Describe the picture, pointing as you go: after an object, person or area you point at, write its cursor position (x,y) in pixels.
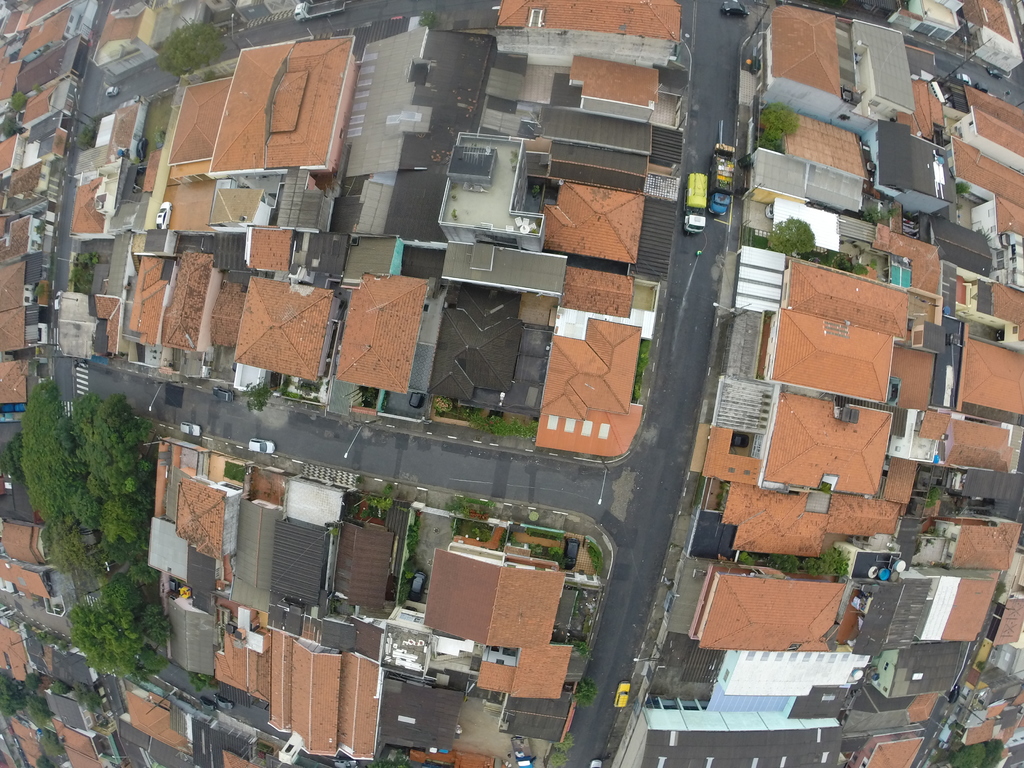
In this picture we can see buildings (732,695), trees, roads (669,466), vehicles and some objects (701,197).
